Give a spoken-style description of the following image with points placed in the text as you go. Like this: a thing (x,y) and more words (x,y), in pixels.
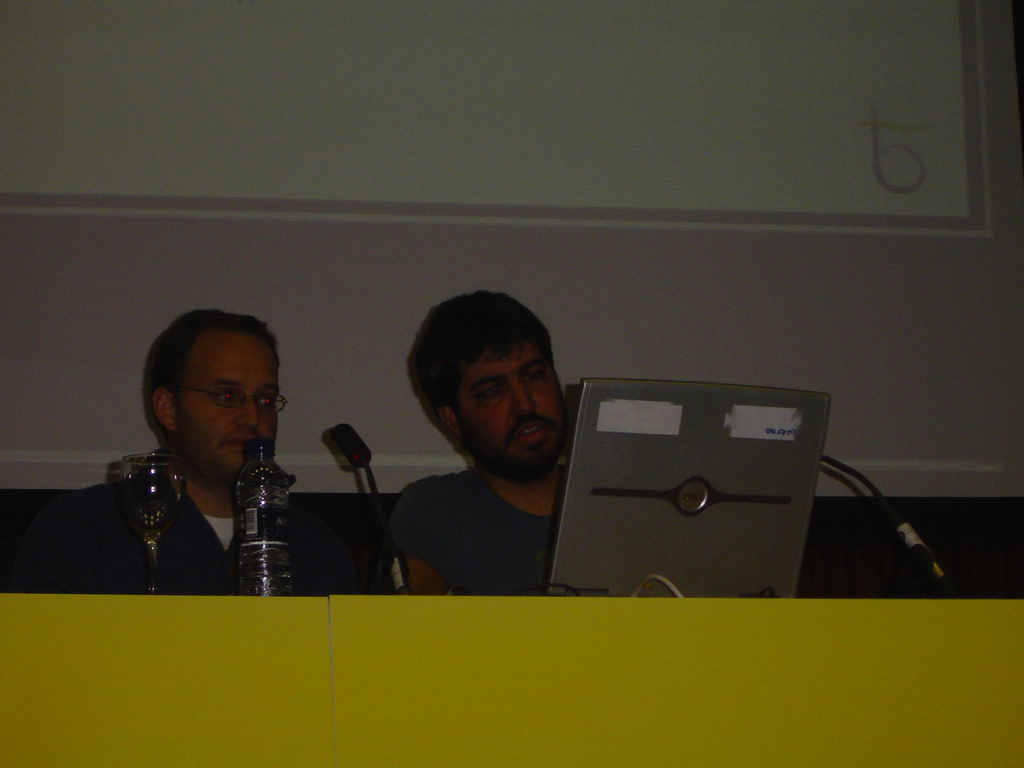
Here we can see two men (541,532) and he has spectacles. There is a bottle (269,571), glass (143,505), and a mike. In the background (797,12) we can see a screen (881,188).
